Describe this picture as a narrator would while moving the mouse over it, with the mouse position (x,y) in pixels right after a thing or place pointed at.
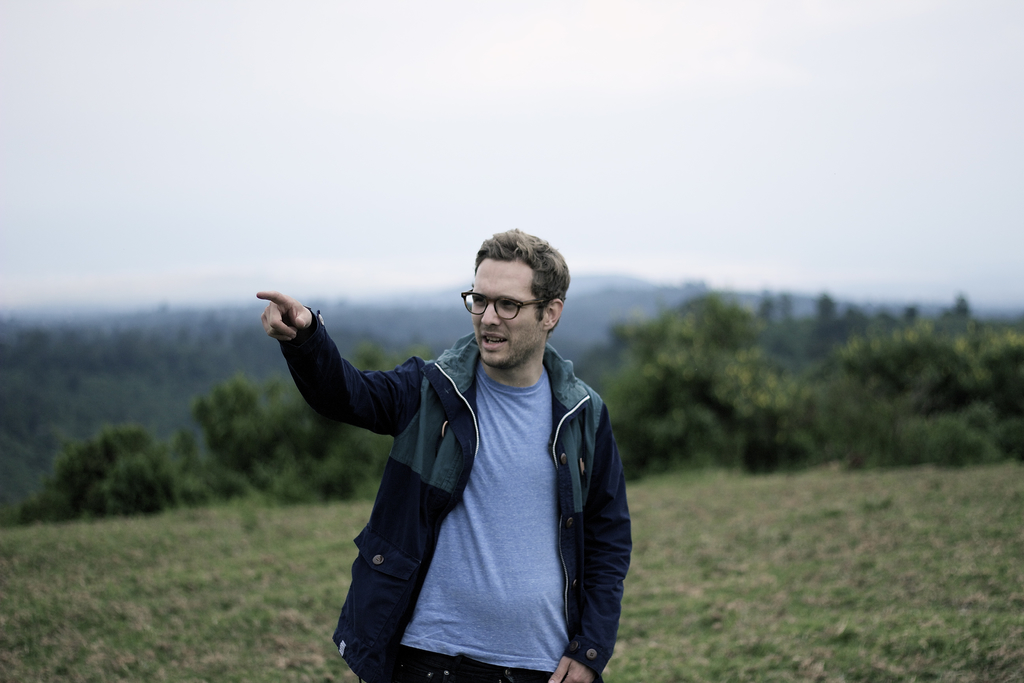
In this picture there is a man (528,256) who is wearing goggles (503,307), jacket (579,479), t-shirt (512,516) and trouser (469,675). He is standing on the farmland (710,664). In the background (963,351) we can see the mountains (13,410) and many trees (899,380). At the top (507,116) we can see sky (601,93) and clouds (577,48). At the bottom left (17,657) we can see the grass (919,658).
